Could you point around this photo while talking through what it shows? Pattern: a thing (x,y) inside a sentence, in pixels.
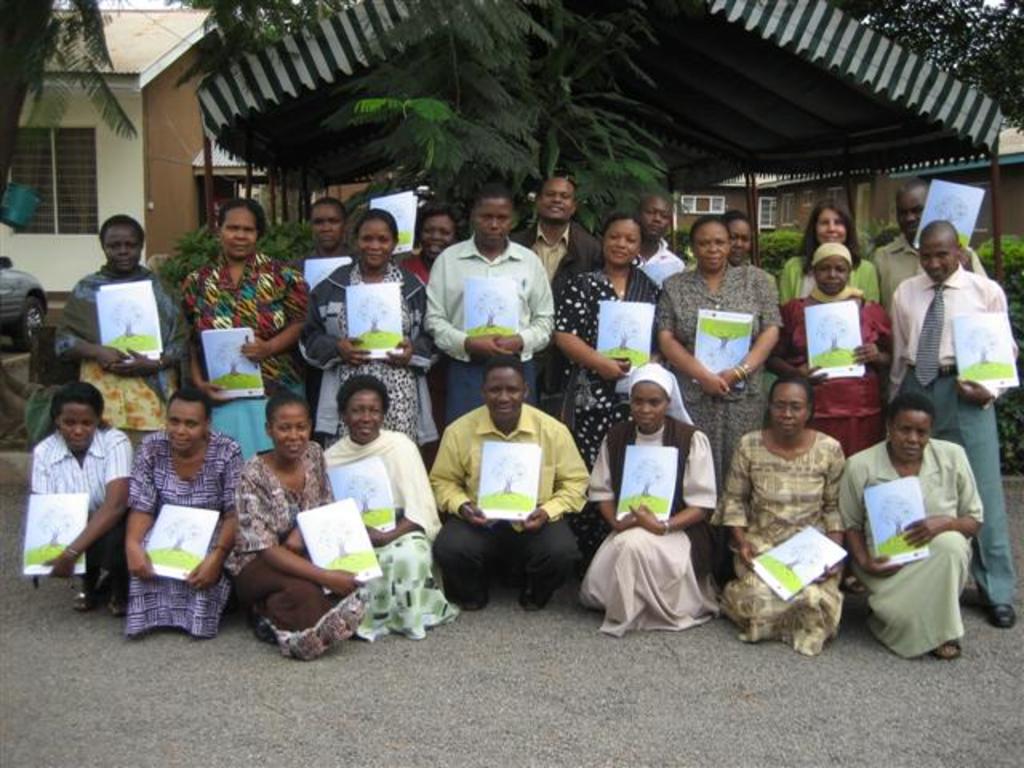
In this image I can see few persons (250,509) are sitting on the ground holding white and green colored boards (208,525) and few persons (196,348) standing and holding the same object (134,309). In the background (656,90) I can see few trees (533,121), a tent (881,157), a car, few buildings (190,174), few windows (23,175) of the building (53,282) and the sky (991,2).
